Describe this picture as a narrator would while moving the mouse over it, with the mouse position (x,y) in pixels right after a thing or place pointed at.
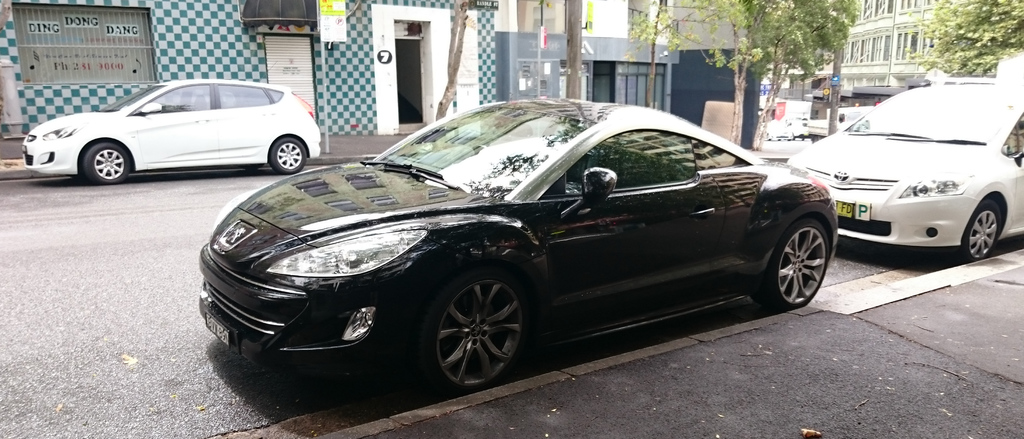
This image is taken outdoors. At the bottom of the image (81,345) there is a road (50,255). There are a few buildings (883,52) with walls (883,79), windows (900,50), doors (401,72) and there are many boards (55,48) with text (487,0) on them. There are a few poles (840,77). There are a few trees (799,31) with leaves (811,42), stems (775,74) and branches (841,35). A few vehicles (793,114) are moving on the road (780,143). On the left side of the image (131,116) a car (137,125) is parked on the road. In the middle of the image (473,242) a car (379,279) is parked on the road (549,365) and the car (644,169) is black in color. On the right side of the image (912,134) a car (918,160) is parked on the road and there is a tree (993,49).
